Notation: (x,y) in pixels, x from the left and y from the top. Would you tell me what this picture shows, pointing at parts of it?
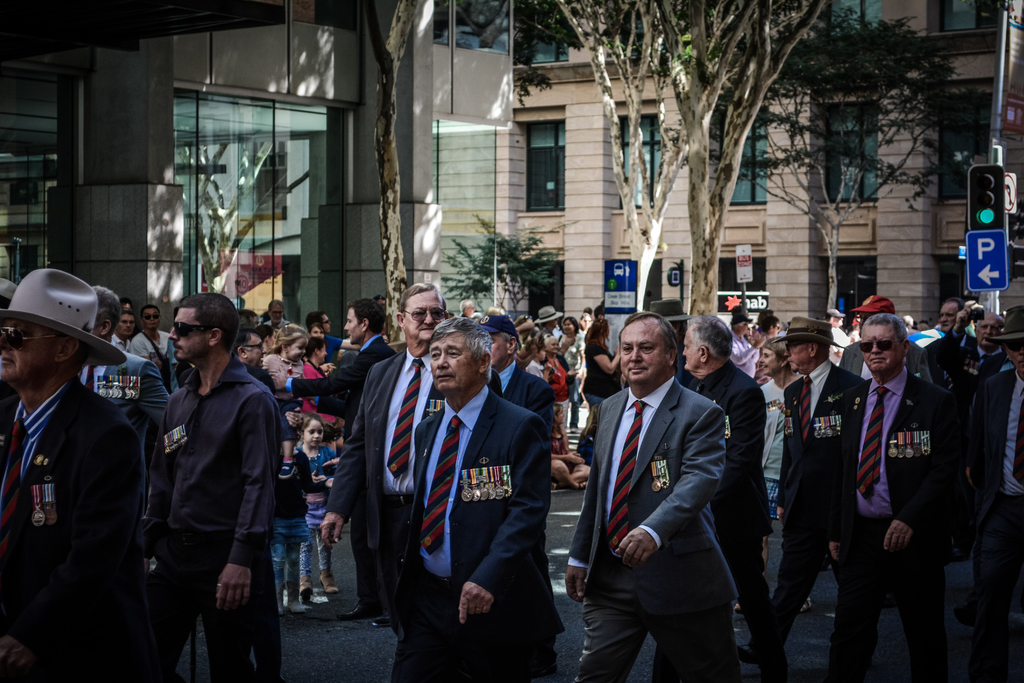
There are persons (84,444) in different color dresses (994,386), walking on the road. In the background (749,307), there are other persons (333,401) standing, sign boards (985,256), trees (689,222) and buildings (450,105) which are having glass windows (471,222).
